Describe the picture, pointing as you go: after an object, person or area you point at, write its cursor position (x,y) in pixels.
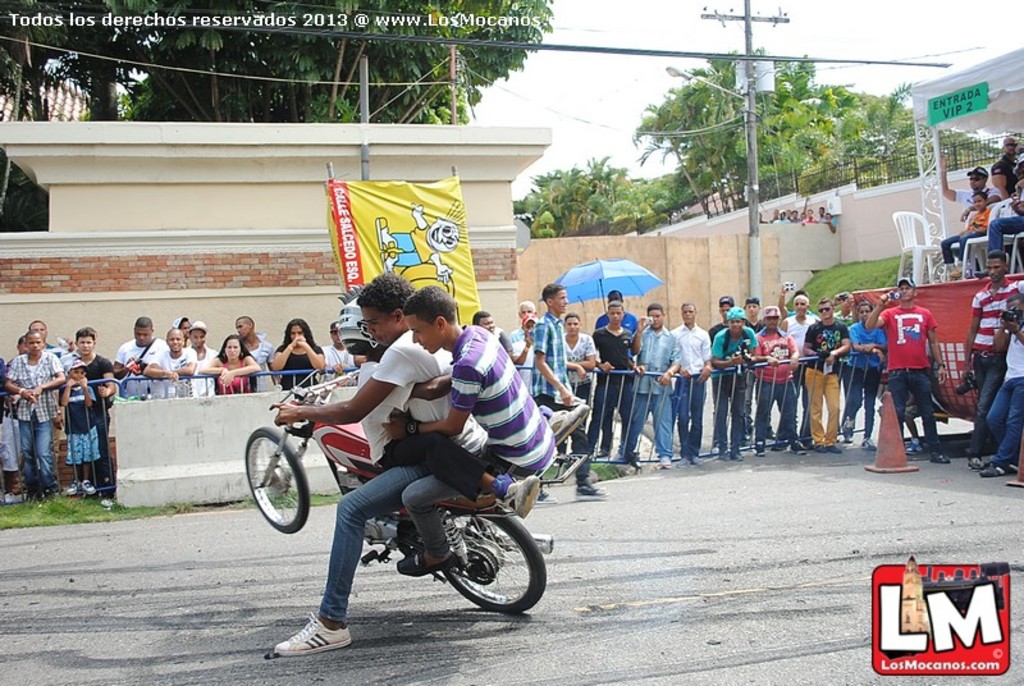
3 people (435,436) are riding a motorcycle (490,561). behind them there are people (81,373) standing and watching. at the back (487,279) there are buildings (475,224) and trees (396,115). at the right (965,323) there is a stage (937,283) on which people (975,203) are seated. above that entrada vip 2 (932,122) is written.
